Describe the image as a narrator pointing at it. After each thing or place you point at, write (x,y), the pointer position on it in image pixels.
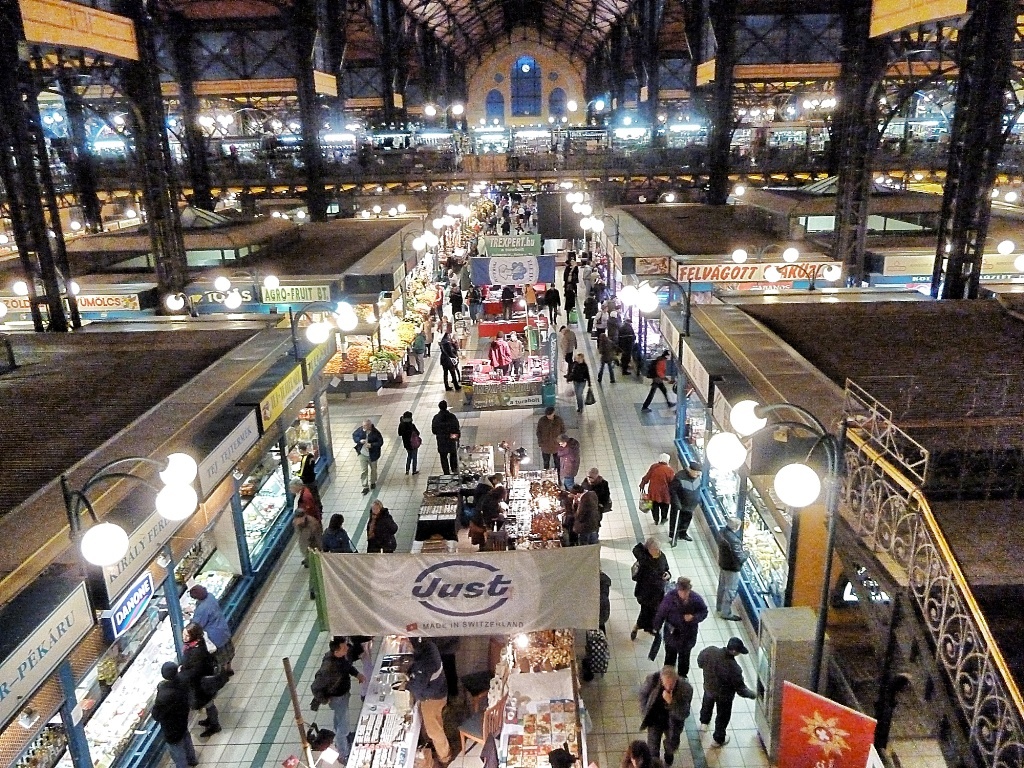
This is a top view of an image where we can see these people (651,616) are walking on the floor (242,713), we can see stalls (878,301), light poles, banners (503,286), boards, iron pillars (858,151) and the building (544,25) in the background (544,6).
